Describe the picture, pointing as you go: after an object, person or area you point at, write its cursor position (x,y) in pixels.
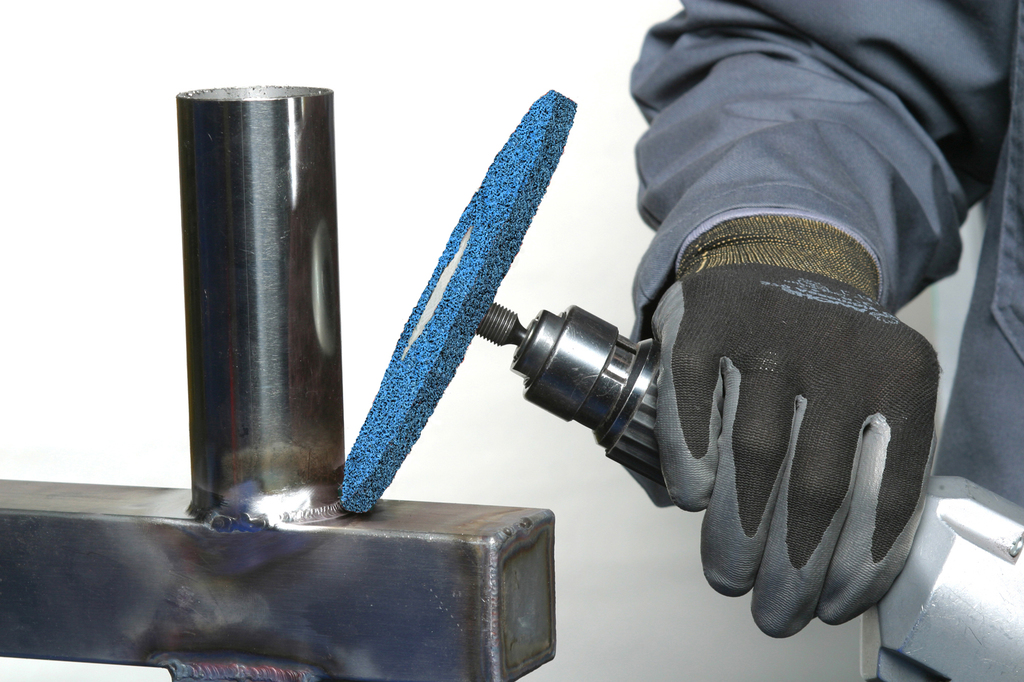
In this image we can see a person hand (887,309) holding an object (630,357) and there is an iron rod (271,436) on the left side (257,286) and wall (338,181) in the background (664,581).
